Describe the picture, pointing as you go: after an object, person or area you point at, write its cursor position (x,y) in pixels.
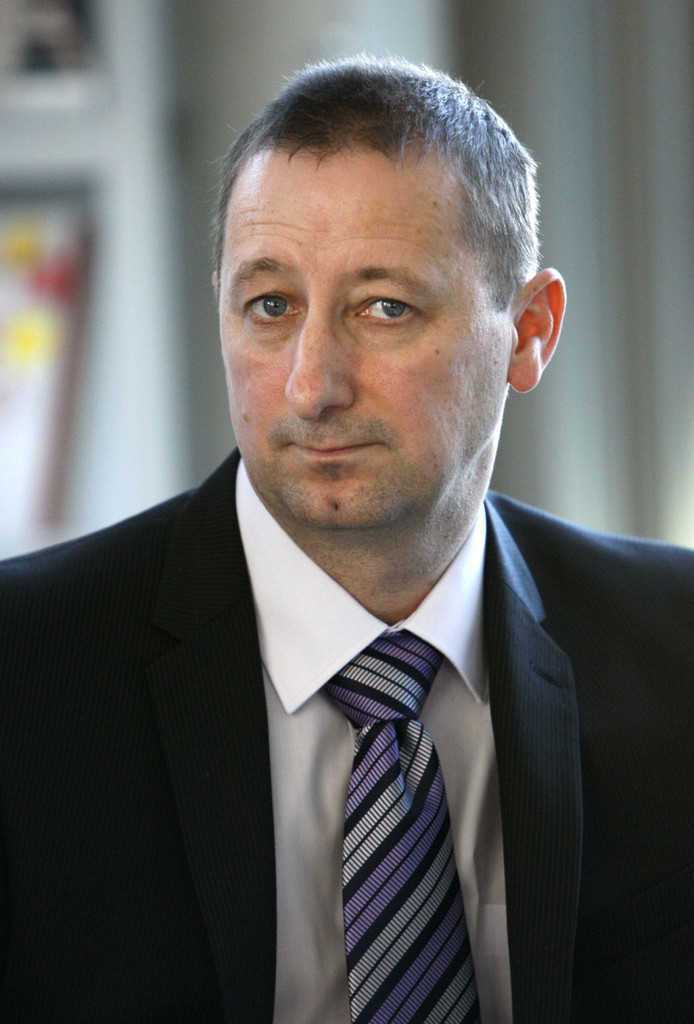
In this image, we can see a person (314,728) wearing some clothes (428,725) and the background (676,176) is blurred.
